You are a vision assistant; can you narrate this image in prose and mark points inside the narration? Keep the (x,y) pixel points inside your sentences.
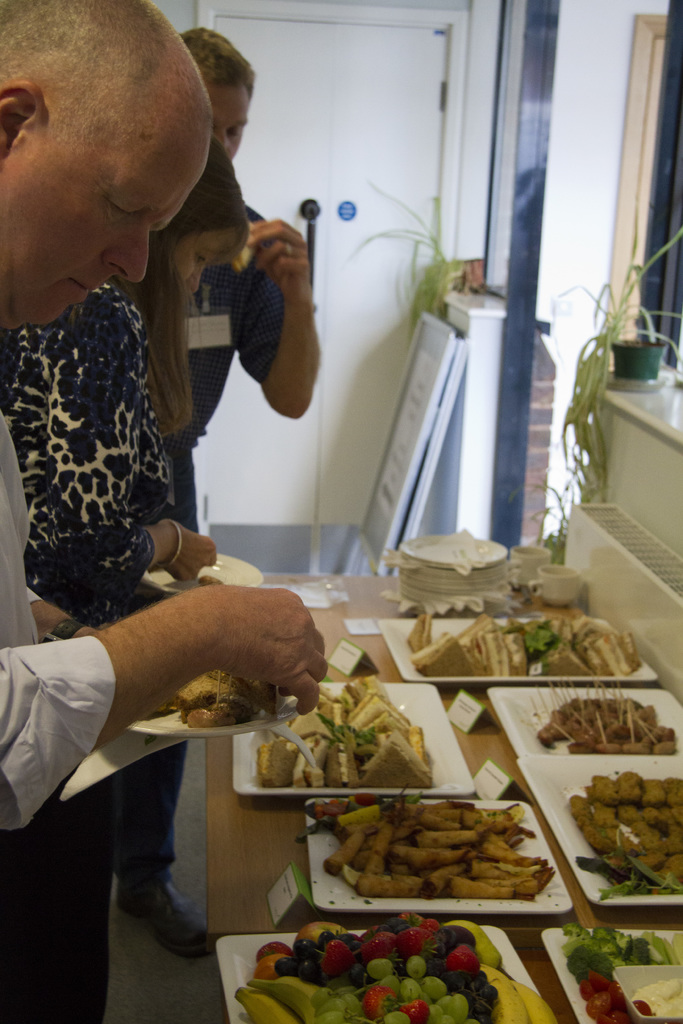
In this image I can see two men (170,456) and a woman (100,393) are standing in front of a table (270,929). These people (89,434) are holding some objects (201,579) in their hands (164,528). On the table (497,848) I can see food items (472,885) on white color trays (458,865), plates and some other objects (460,557) on the table (353,583). In the background (349,284) I can see a white color door (404,126) and some objects (394,420) on the floor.
